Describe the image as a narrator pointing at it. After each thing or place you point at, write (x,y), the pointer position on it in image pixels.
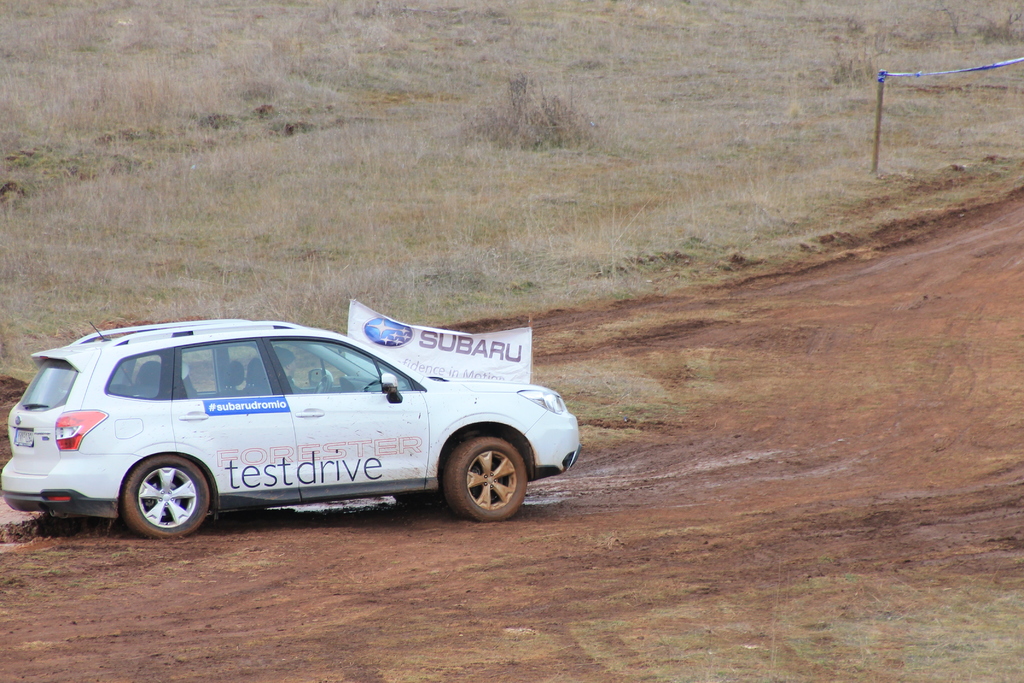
In this picture we can see a vehicle (167,510) on the ground (283,592), here we can see a banner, pole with a caution tape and in the background (642,292) we can see the grass (611,284).
